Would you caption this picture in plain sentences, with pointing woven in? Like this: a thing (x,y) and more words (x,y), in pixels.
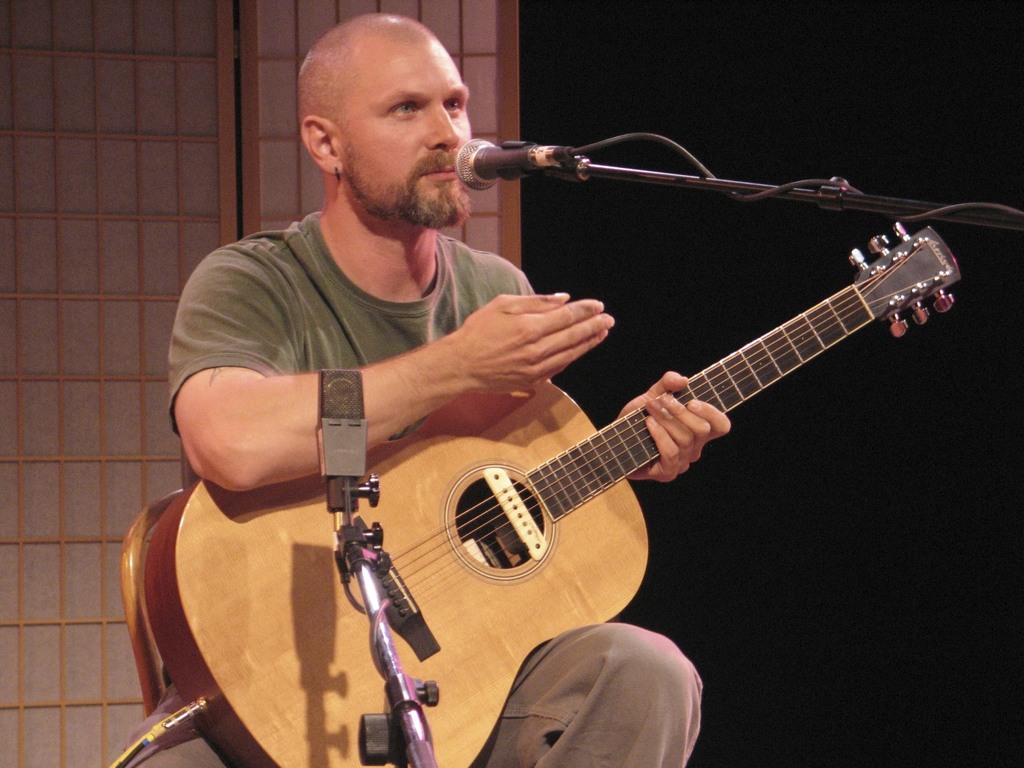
A man (334,144) is singing with a mic (511,155) in front of him while holding a guitar (542,432) in his hand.
